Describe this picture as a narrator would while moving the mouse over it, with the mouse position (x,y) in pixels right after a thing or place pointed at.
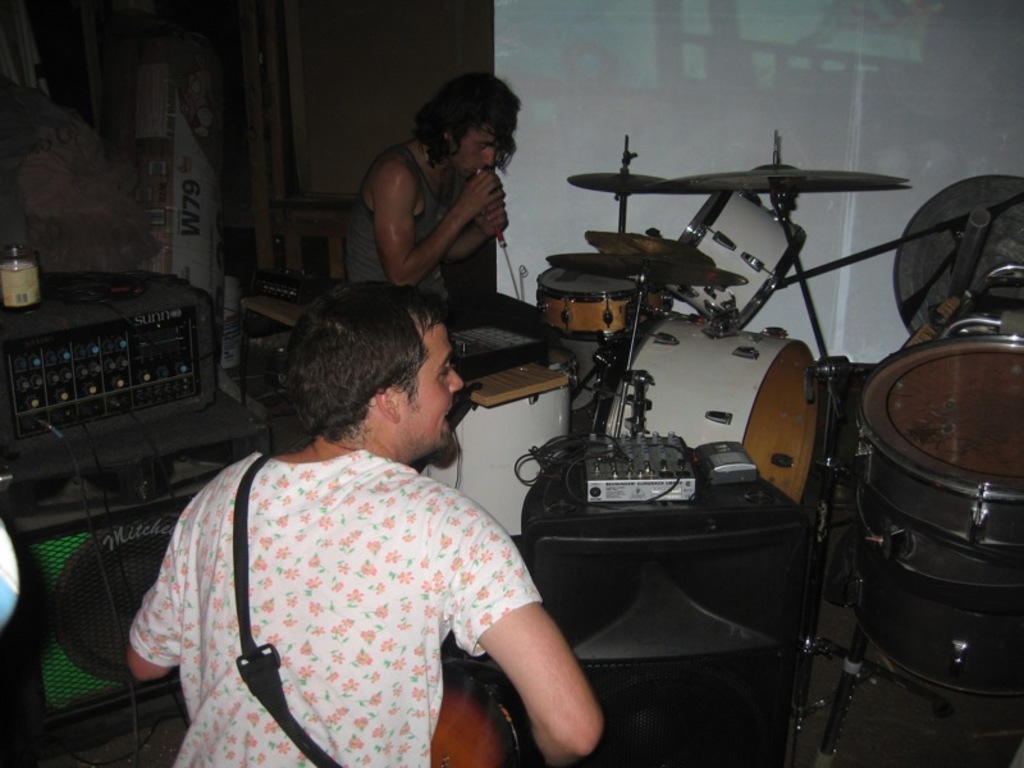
In this image there are two persons (365,370) in the room (566,210) in which one of them holds a microphone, few musical instruments (654,184) and speakers (616,526).
